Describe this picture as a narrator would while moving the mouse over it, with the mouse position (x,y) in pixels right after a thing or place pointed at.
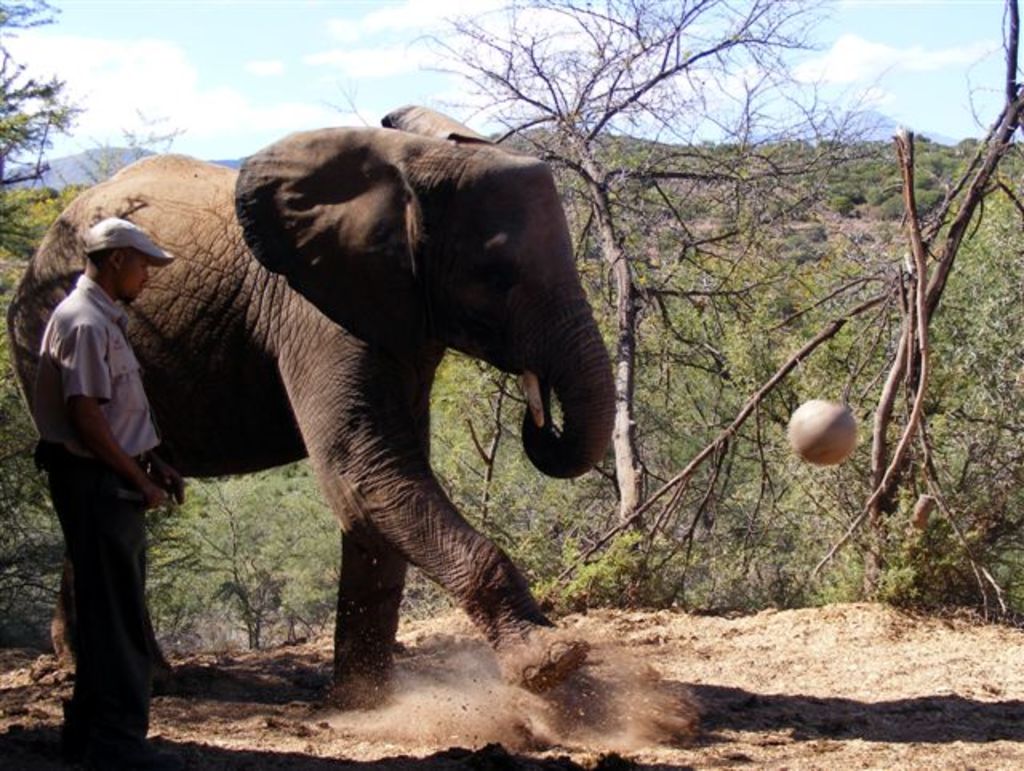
In the foreground of the picture (359,525) there are an elephant (419,318), football (800,427), a person (104,499) and sand (612,673). In the center of the picture (618,461) there are trees (687,488). In the background (91,175) there are hills (84,169) and trees (743,144). Sky (332,44) is sunny.
